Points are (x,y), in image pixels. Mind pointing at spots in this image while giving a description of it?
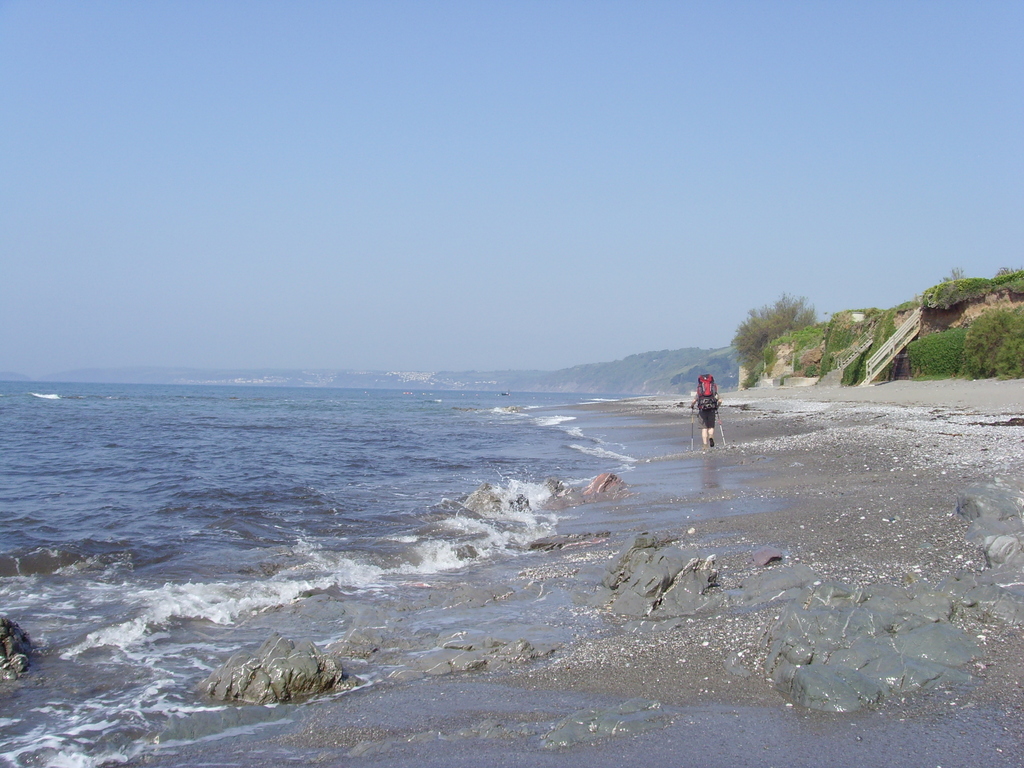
In this image I can see a person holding two sticks (722,430) and walking. The person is wearing black color dress (715,419), background (399,258) I can see the water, trees (914,345) in green color and the sky (345,155) is in blue color.
